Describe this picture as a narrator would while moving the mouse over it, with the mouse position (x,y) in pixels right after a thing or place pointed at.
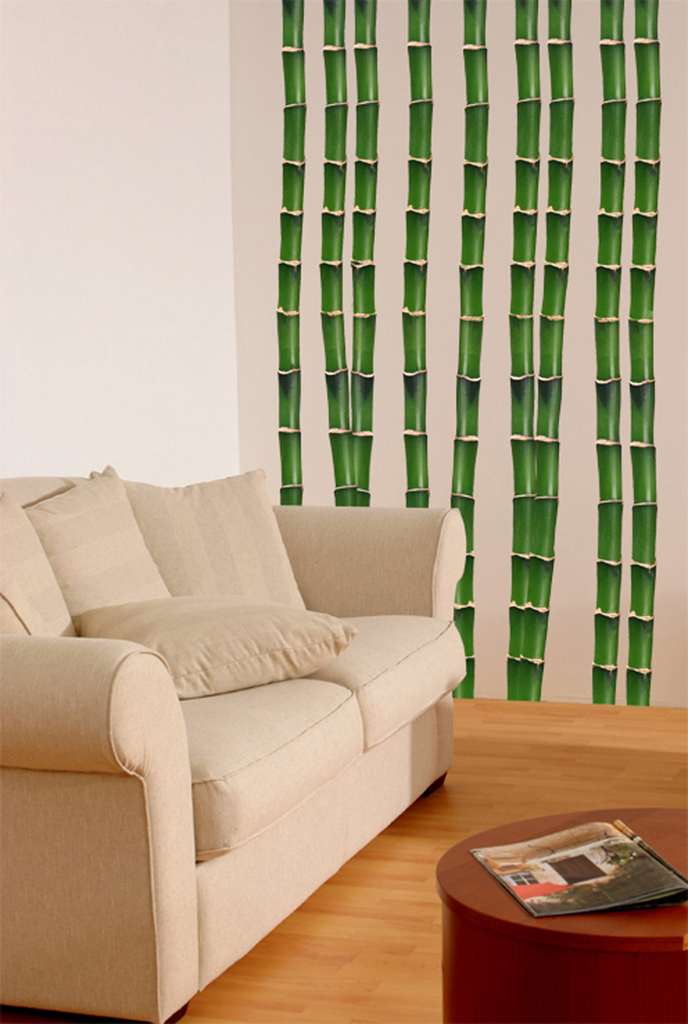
On the left (210,754) It's a sofa (288,754) there is a book (663,884) on the table (680,831).
